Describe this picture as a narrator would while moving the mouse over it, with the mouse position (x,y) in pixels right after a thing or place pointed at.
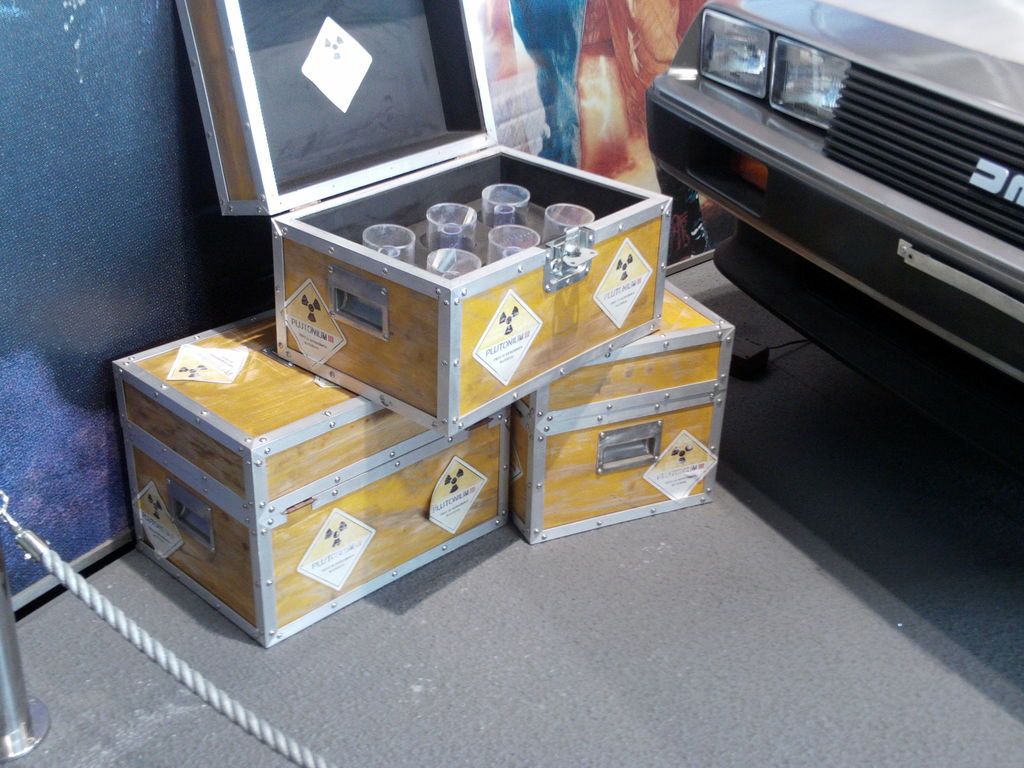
There are three boxes (274,515) kept in front of a car (792,249), one box (492,267) is open and the remaining two (289,421) are closed, there are some objects (449,214) kept inside the box (453,187). In the left side (20,521) there is a rope fencing (86,590) beside the boxes (189,481), in the background (54,45) there is a wall (196,145).
